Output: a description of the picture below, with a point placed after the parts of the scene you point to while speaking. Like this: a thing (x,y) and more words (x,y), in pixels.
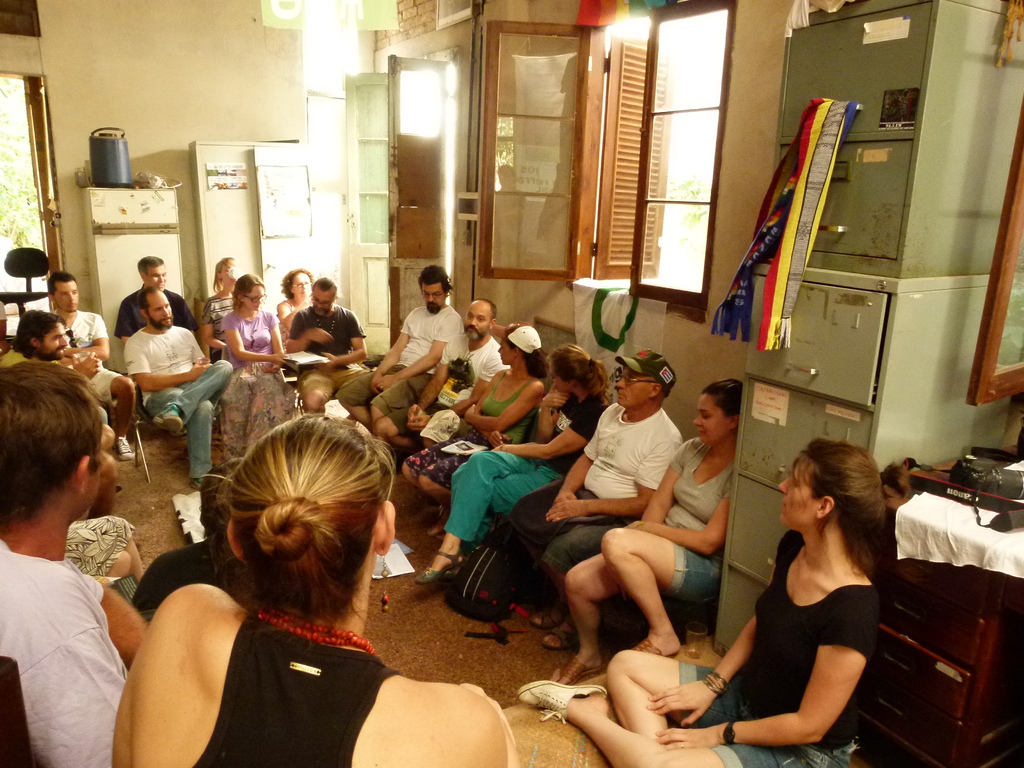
In this image I can see there is a group of people (491,479) sitting in a room (491,479), there is an iron drawers (781,381) at right side (884,383), there are few doors (426,162) and windows (656,156).
